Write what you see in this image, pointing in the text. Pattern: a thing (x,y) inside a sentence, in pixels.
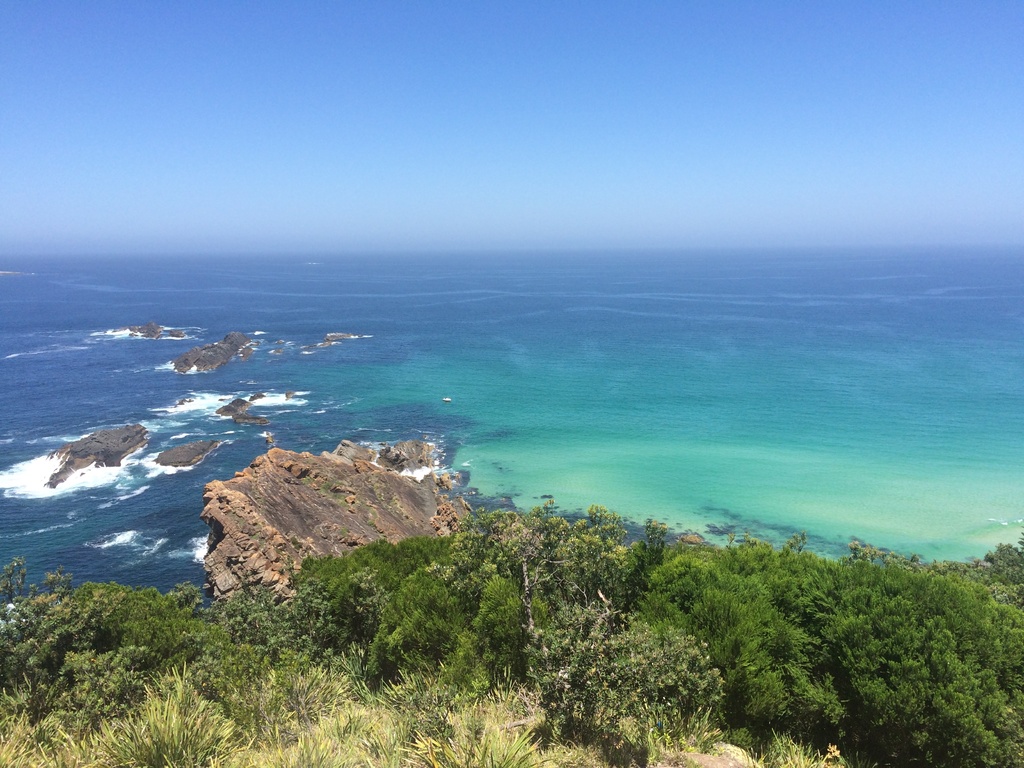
In this image we can see a large water body (506,420) with some rocks (331,471). We can also see some group of trees (749,651), plants (451,653) and the sky (523,55).
